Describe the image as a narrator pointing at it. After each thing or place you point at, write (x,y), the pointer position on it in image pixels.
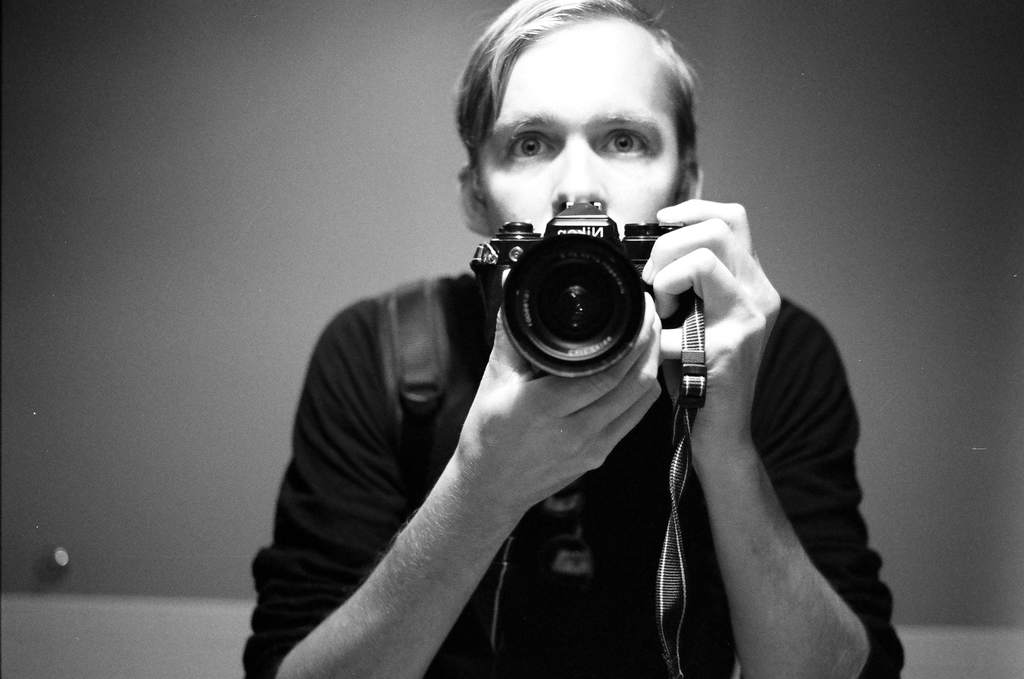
there is a man (585,400) holding the camera (566,360).
